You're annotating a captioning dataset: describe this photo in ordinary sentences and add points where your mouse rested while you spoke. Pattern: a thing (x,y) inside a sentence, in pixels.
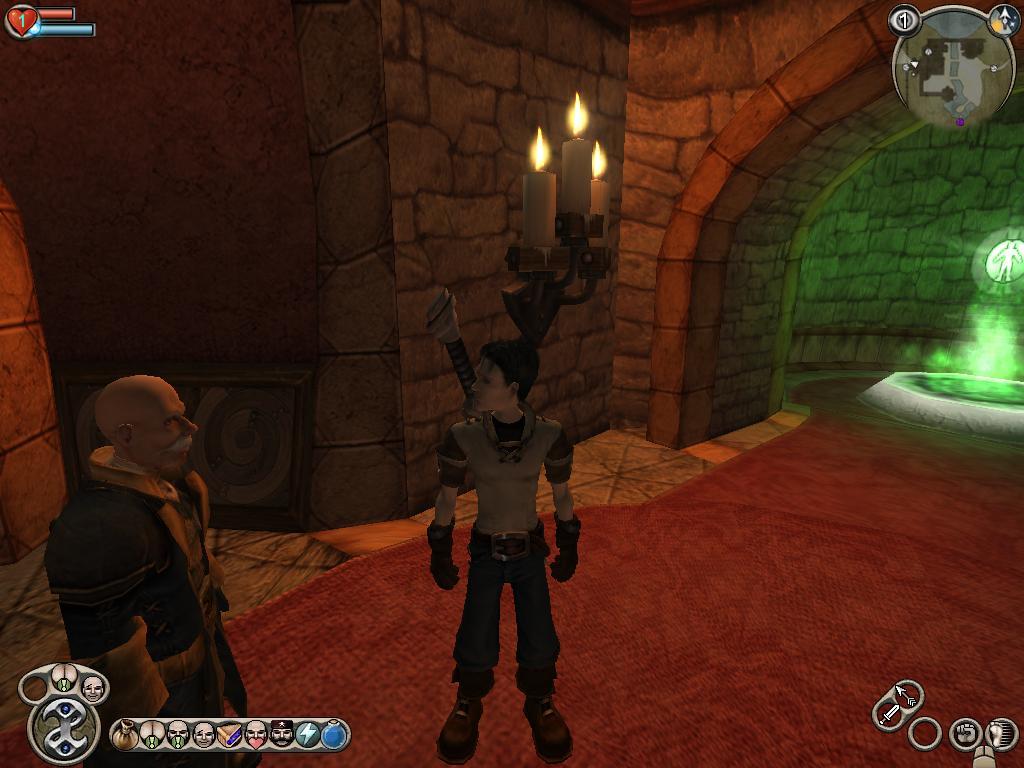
This image is an animation. In the center of the image (529,496) we can see two people (511,539). At the bottom (726,586) there is a carpet (621,601). In the background (567,196) there is a light (964,369) and we can see candles (592,207).
